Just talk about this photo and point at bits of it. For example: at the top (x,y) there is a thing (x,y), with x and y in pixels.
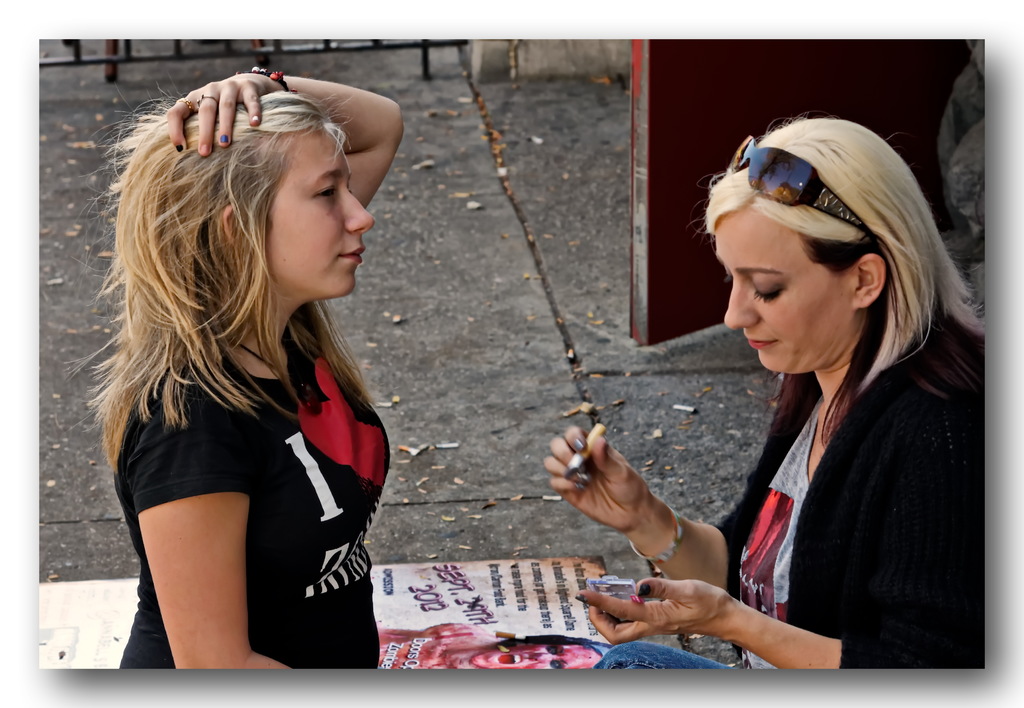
This is an edited picture. In this image there is a woman (356,387) with black t-shirt (281,390) is sitting. On the right side of the image (882,498) there is a woman (879,525) sitting and holding the object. At the back (681,136) there is a door (679,300) and there is a railing (387,43) and wall (553,77). At the bottom (541,603) there are cigarettes (550,499) on the floor (504,439) and there is a banner (595,572) and there is text (518,601) on the banner (524,602).
